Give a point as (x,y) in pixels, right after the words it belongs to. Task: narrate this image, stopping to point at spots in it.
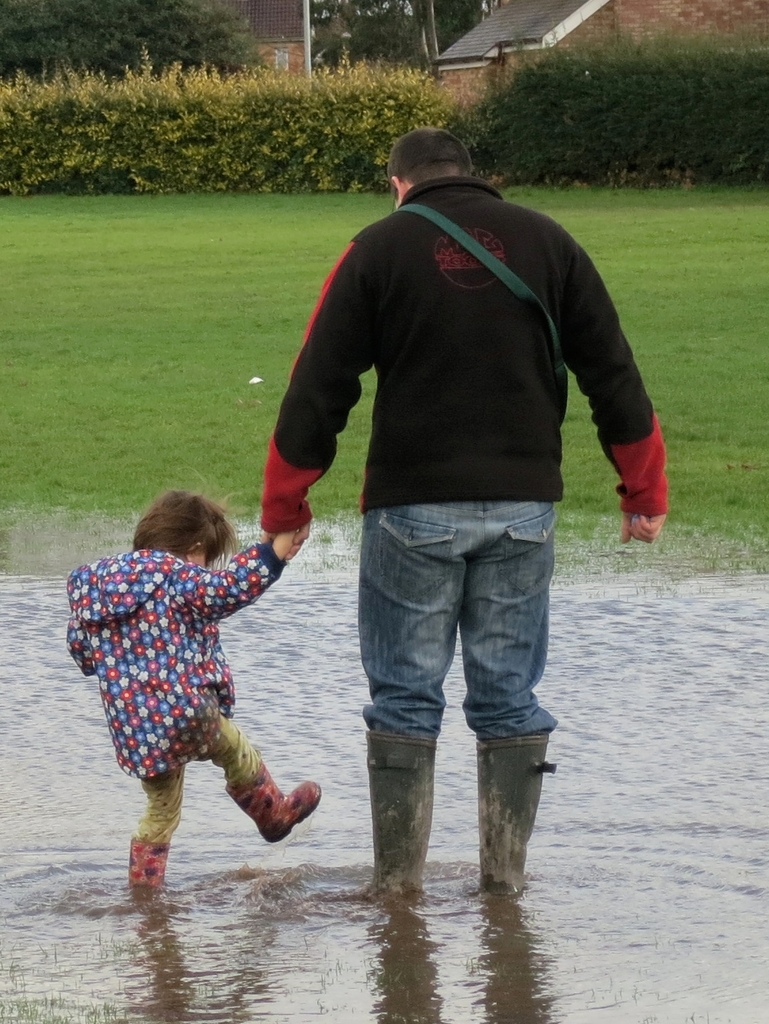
In this image we can see a child (200,692) wearing long boots (289,790) and a person (495,457) wearing a black jacket (544,453) and long boots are standing in the water (599,797). Here we can see the grass (687,189), shrubs (625,124) and houses (534,20) in the background (187,38).
